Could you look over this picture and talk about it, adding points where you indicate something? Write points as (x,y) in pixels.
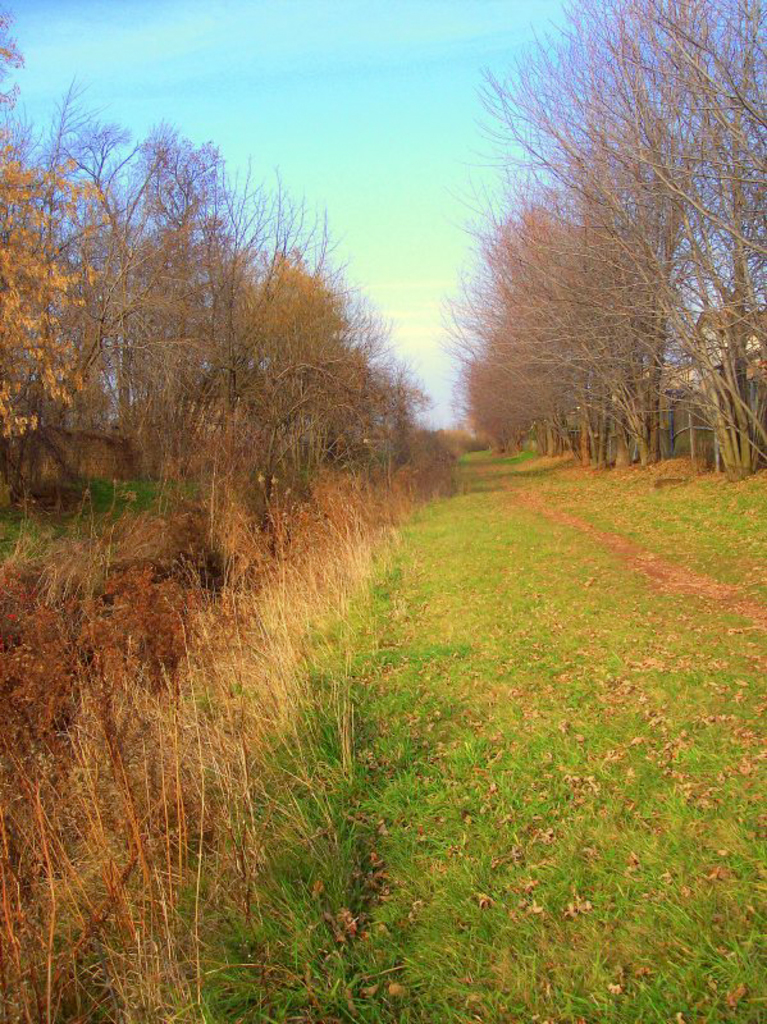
In the picture i can see grass (431,625), there are some trees (351,389) on left (130,428) and right side of the picture (514,157), top of the picture (389,160) there is blue color sky (361,176).
